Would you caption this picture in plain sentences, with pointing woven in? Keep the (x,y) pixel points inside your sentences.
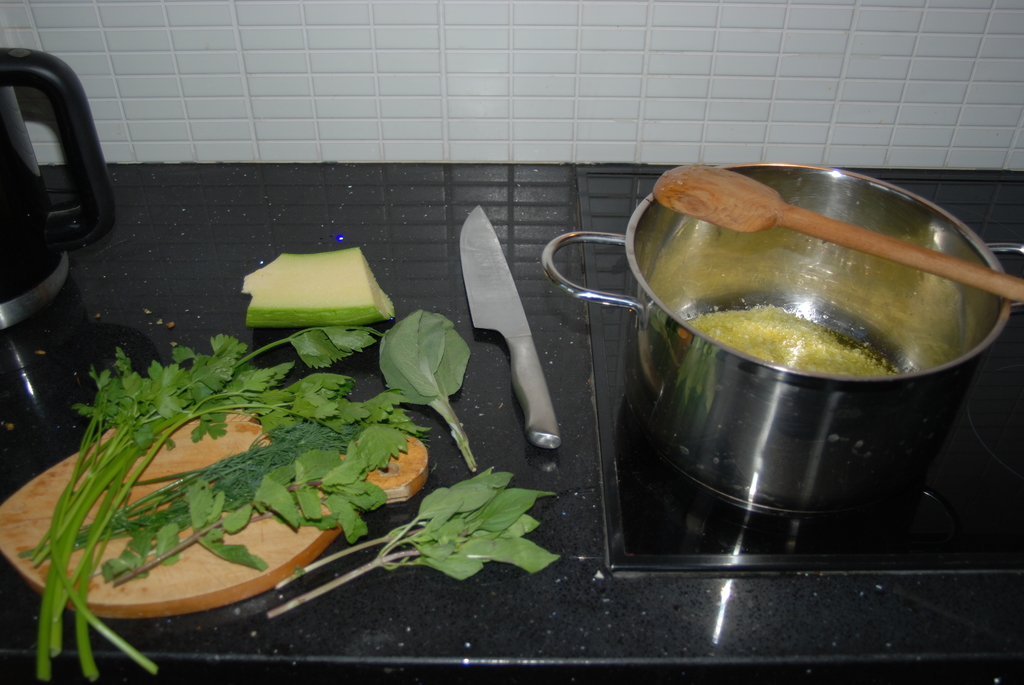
On the right side (967,277), there is a wooden spoon (967,277) placed on a steel vessel (654,363), which is on a stove (601,475) which is attached to a table (485,623), on which, there is a knife (478,259), vegetables (468,540), wooden plate (416,453) and an object (12,291). In the background (167,134), there is a white wall (552,63).
